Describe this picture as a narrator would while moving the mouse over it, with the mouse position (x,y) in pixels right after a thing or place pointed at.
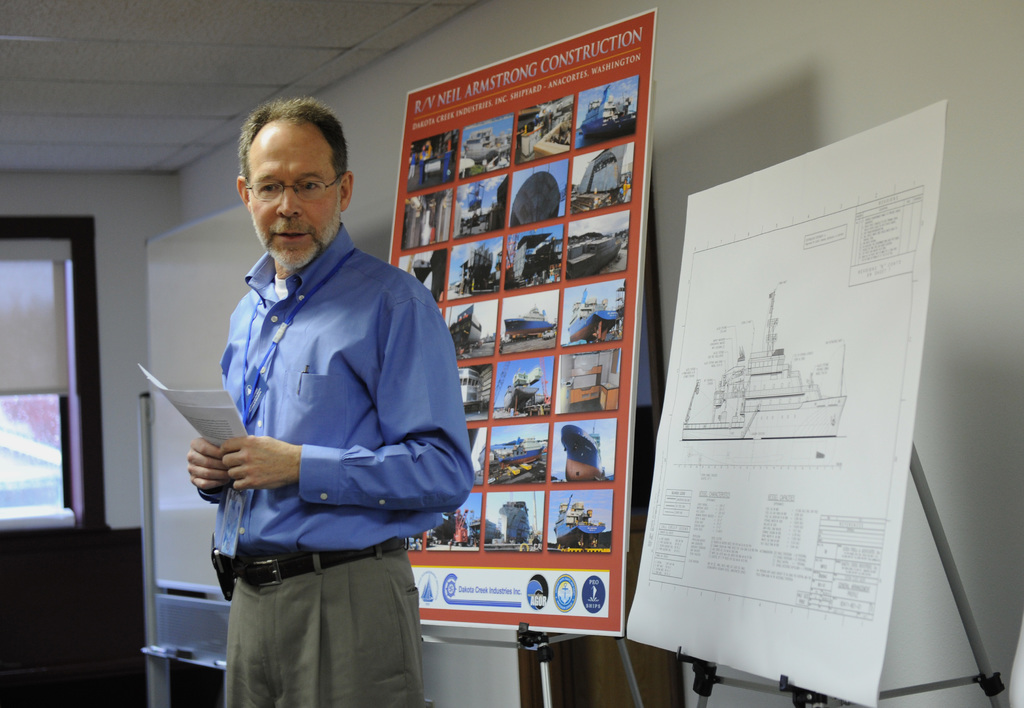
In this image there is a man (365,500) standing wearing glasses (303,186), ID tags (260,397) and holding papers (198,398) in his hands (254,445), behind him there are boards (472,278), on that boards (588,262) there are picture (570,310) and some text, behind that boards (657,603) there is a wall (773,5), in the background (169,222) there a wall (63,191) for that wall (22,208) there is a window (58,287), at the top (174,112) there is a ceiling (184,62).
